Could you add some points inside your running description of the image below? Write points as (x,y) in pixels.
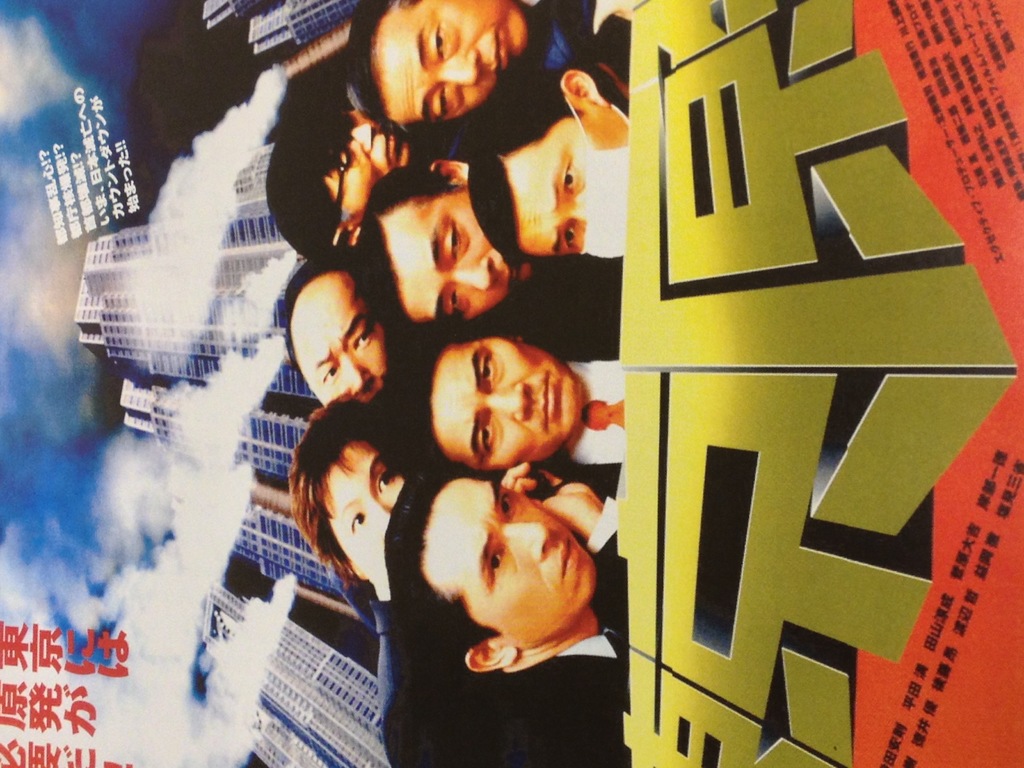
In this picture we can see a poster (378,442), here we can see people (511,564) and buildings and we can see sky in the background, here we can see some text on it.
